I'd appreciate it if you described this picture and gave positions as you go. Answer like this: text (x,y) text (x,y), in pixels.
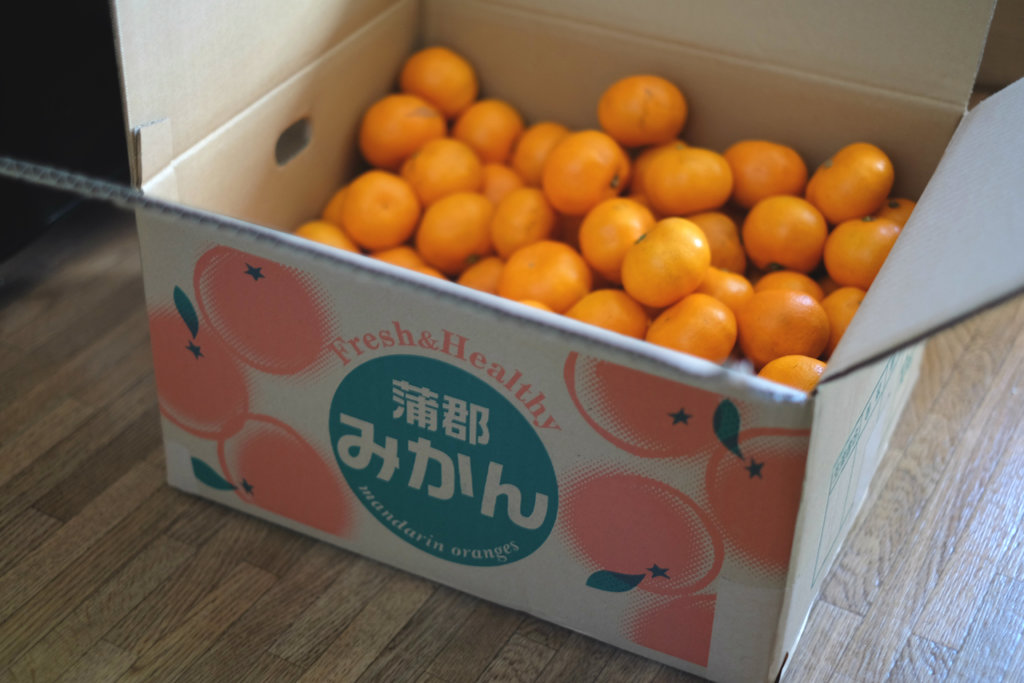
In the image there is a cardboard box (214,81). Inside the box (200,83) there are oranges (665,134). And on the box (471,377) there are images (679,440) of oranges (685,424) and also there is text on it.
